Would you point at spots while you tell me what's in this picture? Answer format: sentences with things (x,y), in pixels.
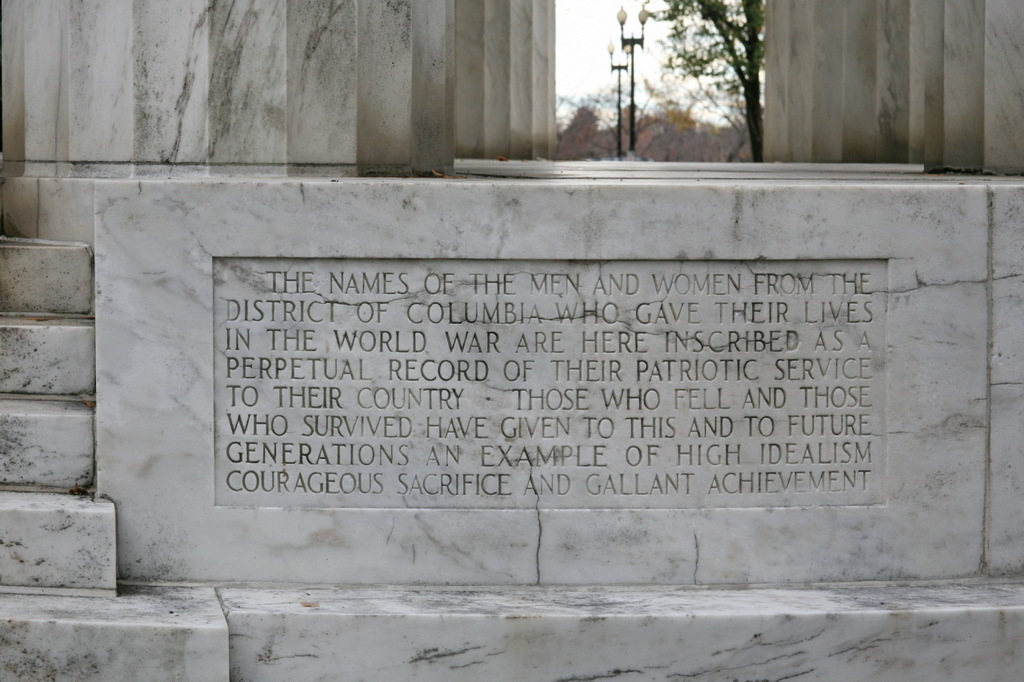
In this picture we can see text (531,434) on the marble (667,341), in the background (666,107) we can find few poles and trees (736,69).
